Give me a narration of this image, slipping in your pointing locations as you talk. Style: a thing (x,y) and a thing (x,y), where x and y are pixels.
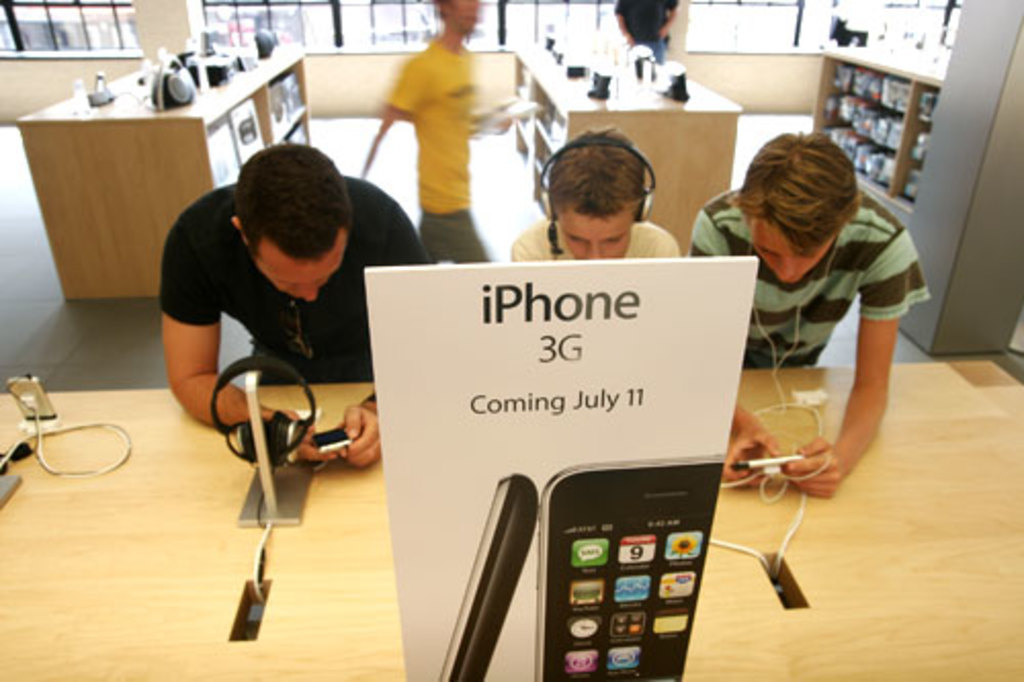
On the background (864,0) we can see windows (409,38). Here we can see persons (882,314) standing near to the table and holding mobile devices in their hands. On the table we can see gadgets (551,39). Here we can see a person (464,81) walking on the floor (412,142).
